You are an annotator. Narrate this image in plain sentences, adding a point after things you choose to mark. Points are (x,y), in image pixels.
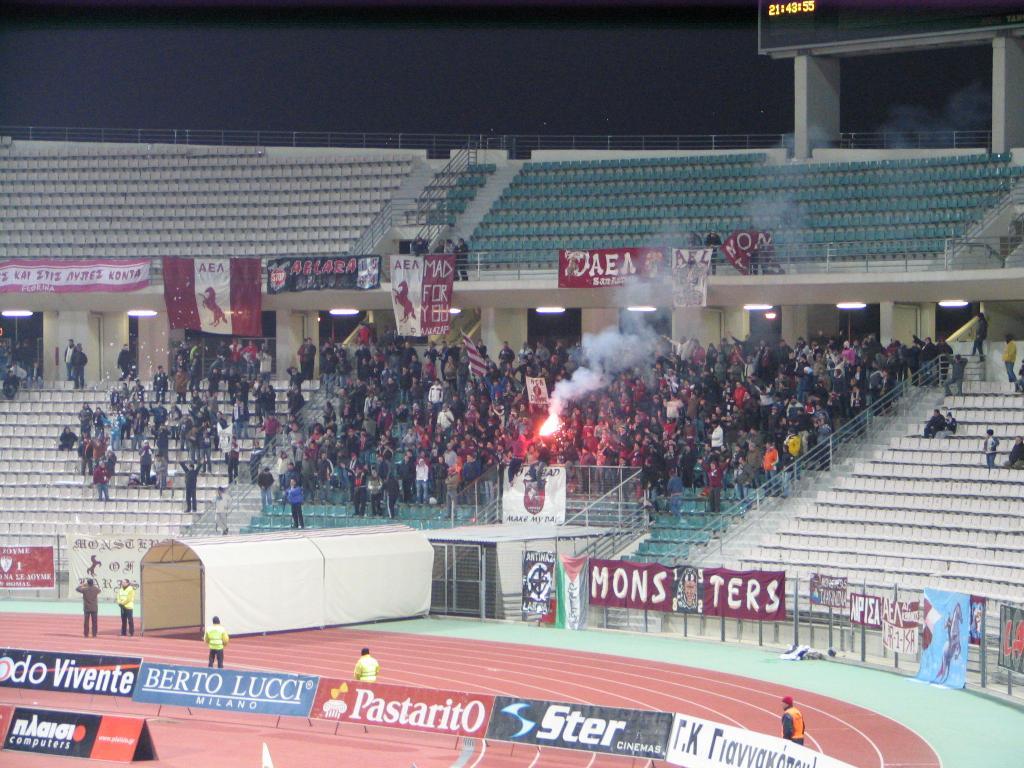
There are groups of people (359,434) standing and few people (1018,454) are sitting on the chairs (898,547). These are the banners (449,284), which are hanging. This looks like a hoarding (60,687). I think this is a tent (370,577). I can see a gate (459,579). At the top of the image (787,29), that looks like a digital board (921,28).
